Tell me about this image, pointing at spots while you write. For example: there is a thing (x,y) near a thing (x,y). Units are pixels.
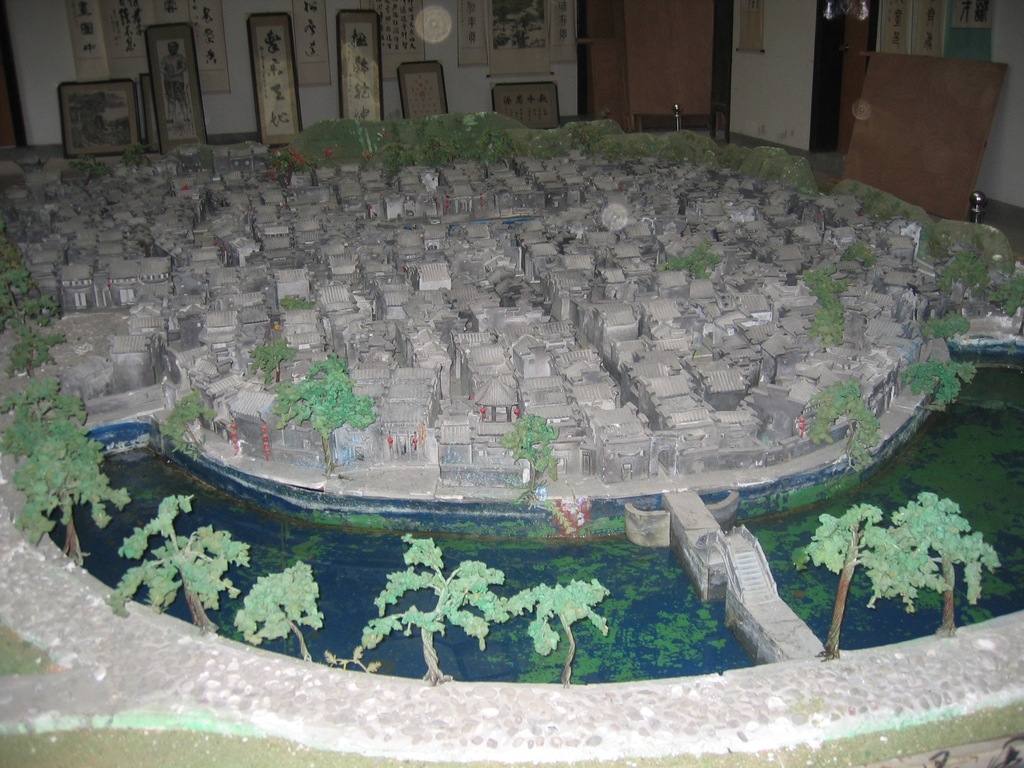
In this image we can see miniature (833,390). There are houses (681,438), trees (367,645), water (771,515), bridge (735,617), boards (294,78), posters (419,103), wall (769,85), and few objects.
